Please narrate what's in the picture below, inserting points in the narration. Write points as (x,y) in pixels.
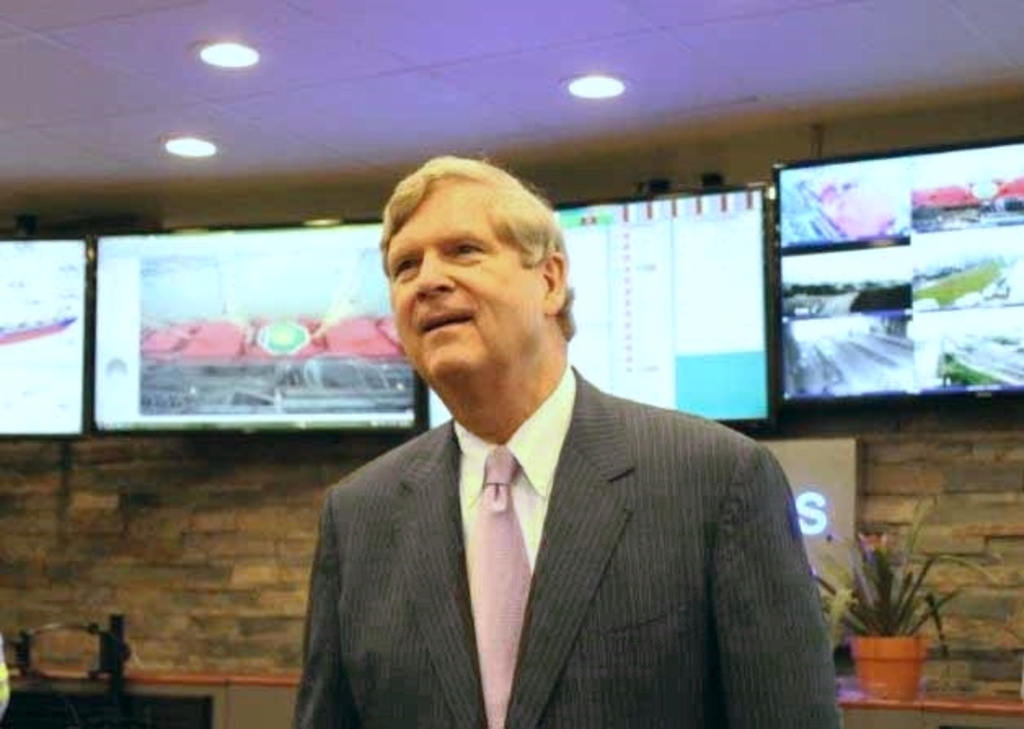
In this image in the foreground (407,454) there is one person (502,548) who is standing, in the background (216,365) there are some televisions (969,377), wall (121,505), flower pot (899,664), plant (886,626) and a table (105,686). On the top (268,115) there is ceiling (185,116) and lights (175,147).
